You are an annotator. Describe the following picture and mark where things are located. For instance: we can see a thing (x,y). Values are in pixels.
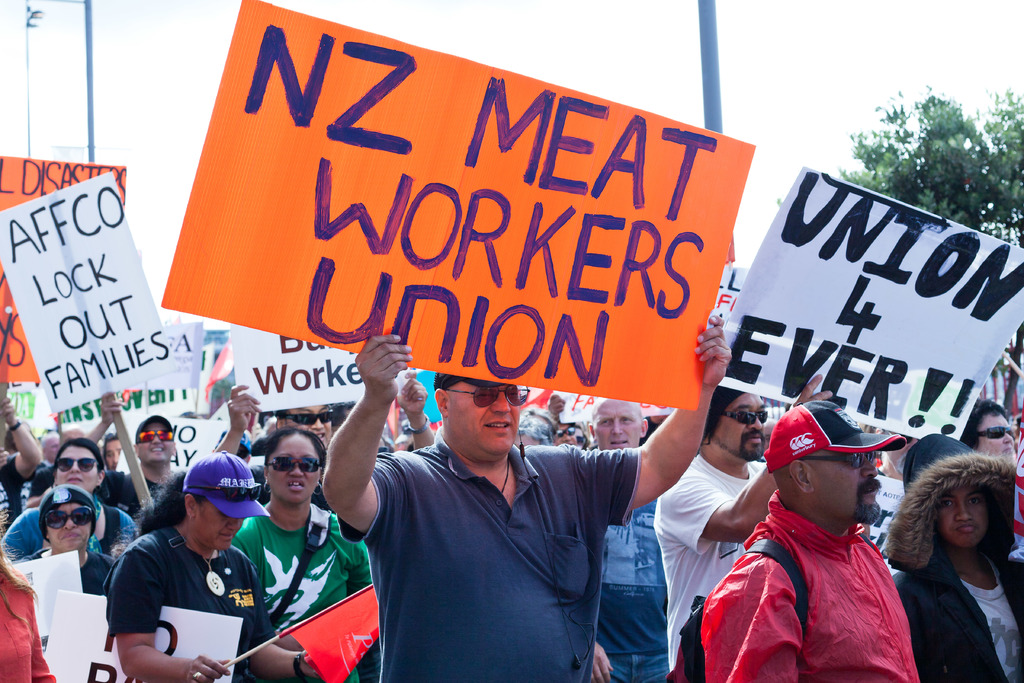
In this picture I can see group of people (524,427) standing and holding placards (323,350) and boards (484,301), there is a tree (894,115), and in the background (686,56) there is sky (610,36).
